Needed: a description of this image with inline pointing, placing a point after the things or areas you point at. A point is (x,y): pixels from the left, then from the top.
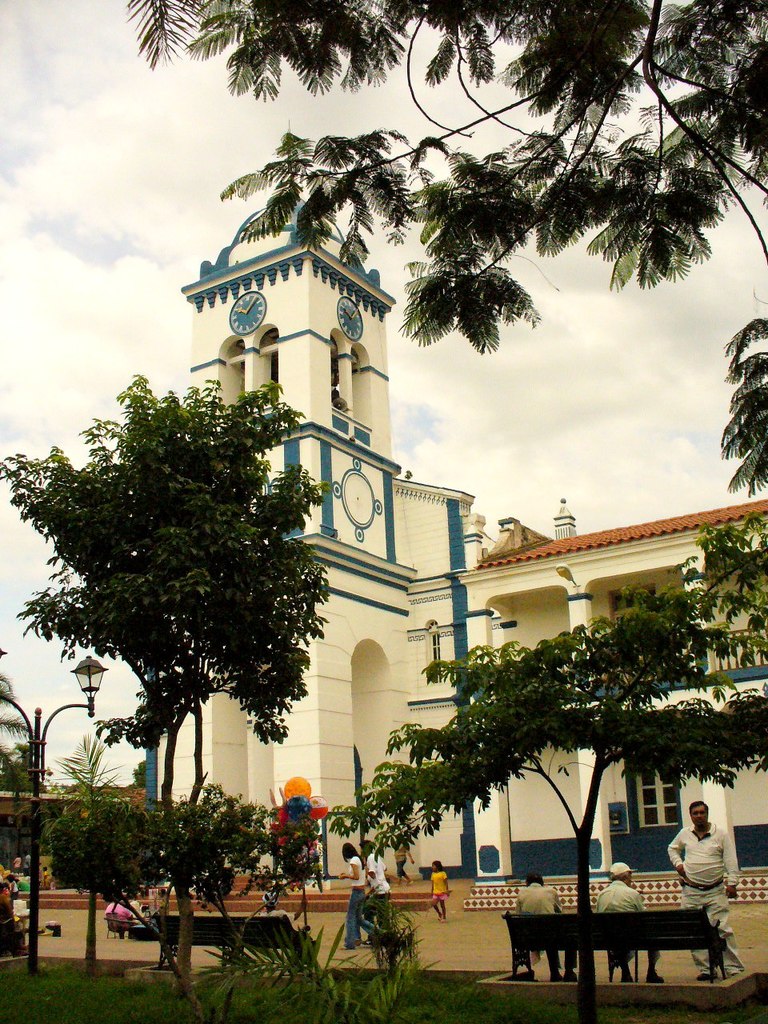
In the middle of the picture (388,531), we see a clock tower (369,560) and it is in white color. Beside that, we see a building (596,546) in white color with a brown color roof (576,551). At the bottom (548,1003), we see grass (339,976) and plants (326,997). We see people (652,964) sitting on the benches (672,936) and beside them, we see people (369,921) walking on the sand (321,924). There are trees (144,747) and balloons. On the left side (88,684), we see the street light (88,684) and trees (109,826). This picture might be clicked in the park (633,225).
